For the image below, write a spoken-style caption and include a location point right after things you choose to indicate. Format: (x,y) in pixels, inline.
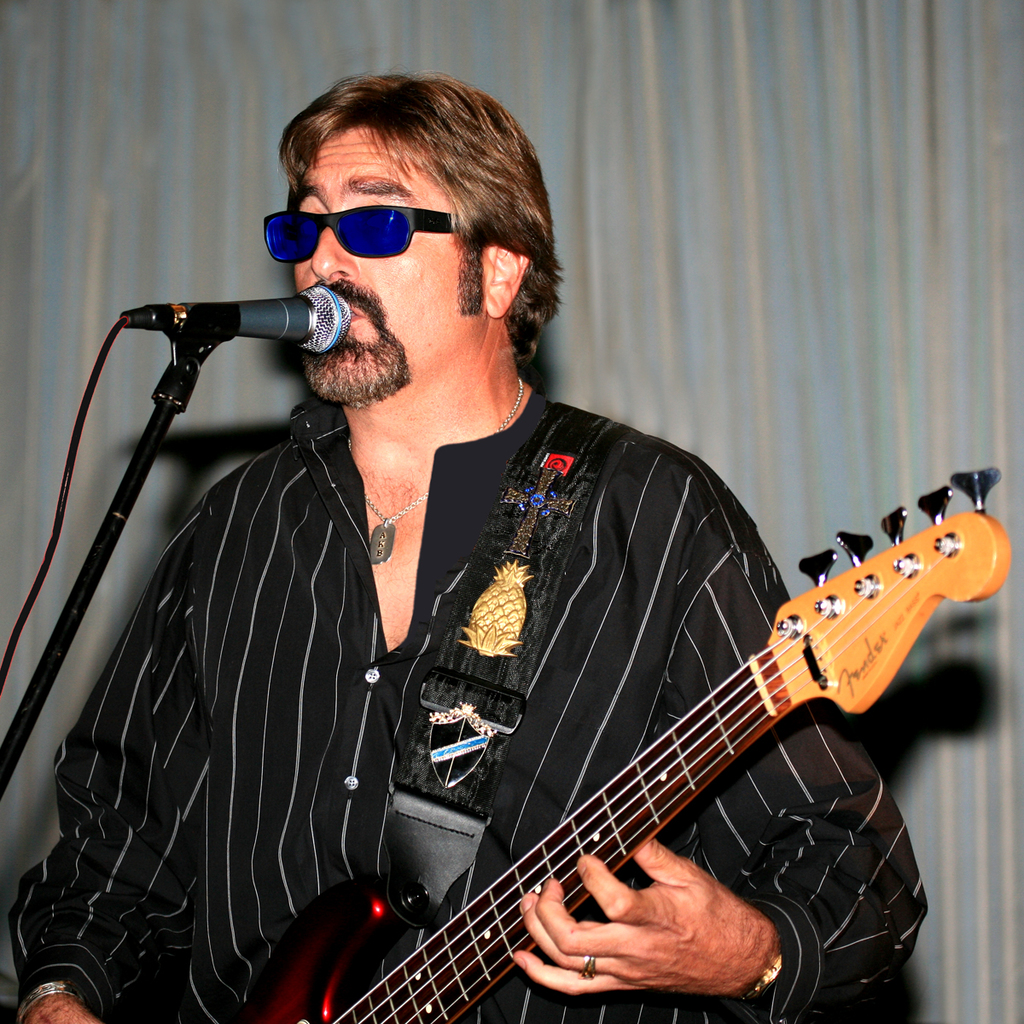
In this picture we can see a man (408,287) wearing goggles (380,228) standing in front of a mike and playing guitar (412,891).
